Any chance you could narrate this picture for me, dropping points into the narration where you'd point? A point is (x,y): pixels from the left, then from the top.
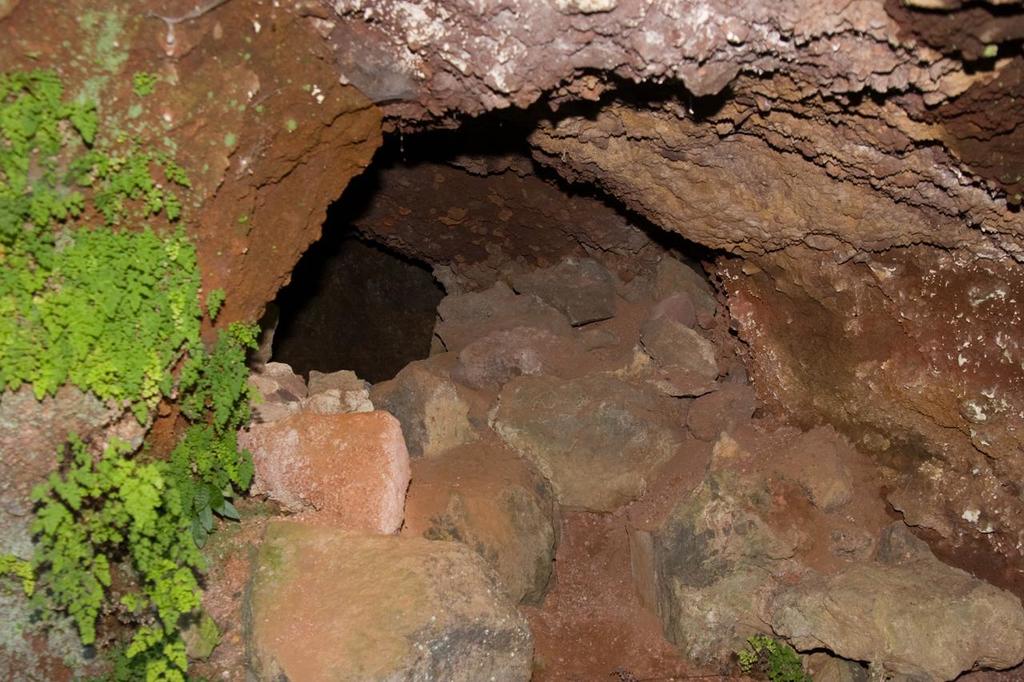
In this picture I can see rocks (531,48) and leaves (38,144).
